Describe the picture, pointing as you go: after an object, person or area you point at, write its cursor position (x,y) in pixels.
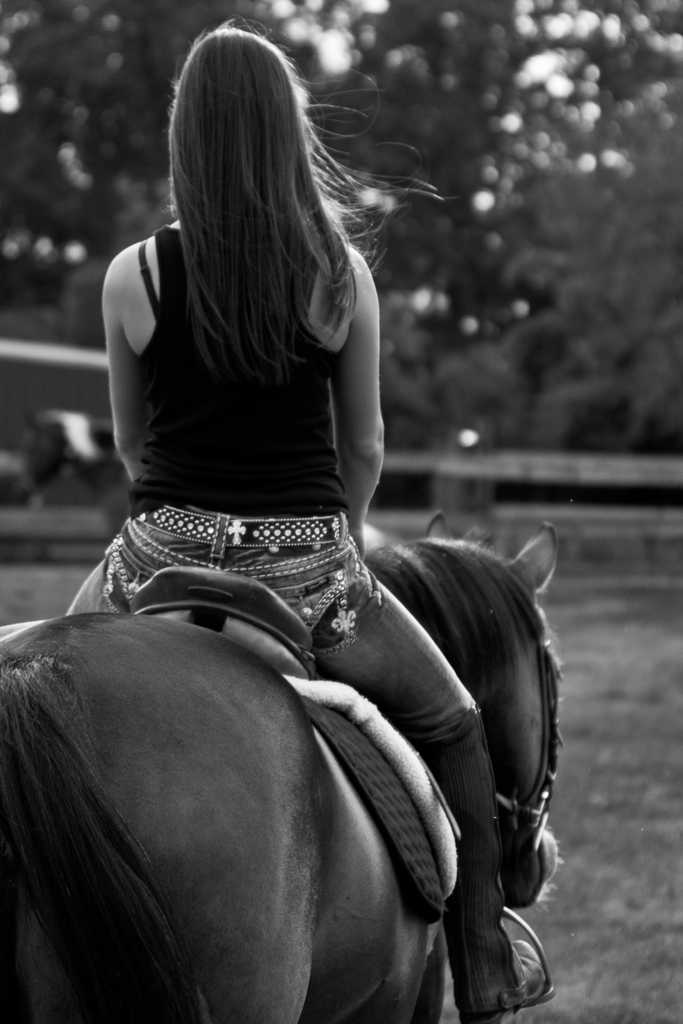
This is a black and white image. Here is the woman (278,419) sitting on the horse (325,889) and riding. She wore T-shirt (282,504) and trouser (337,614). At the background (441,395) I can see trees (535,319). This looks like a grass (623,698).
